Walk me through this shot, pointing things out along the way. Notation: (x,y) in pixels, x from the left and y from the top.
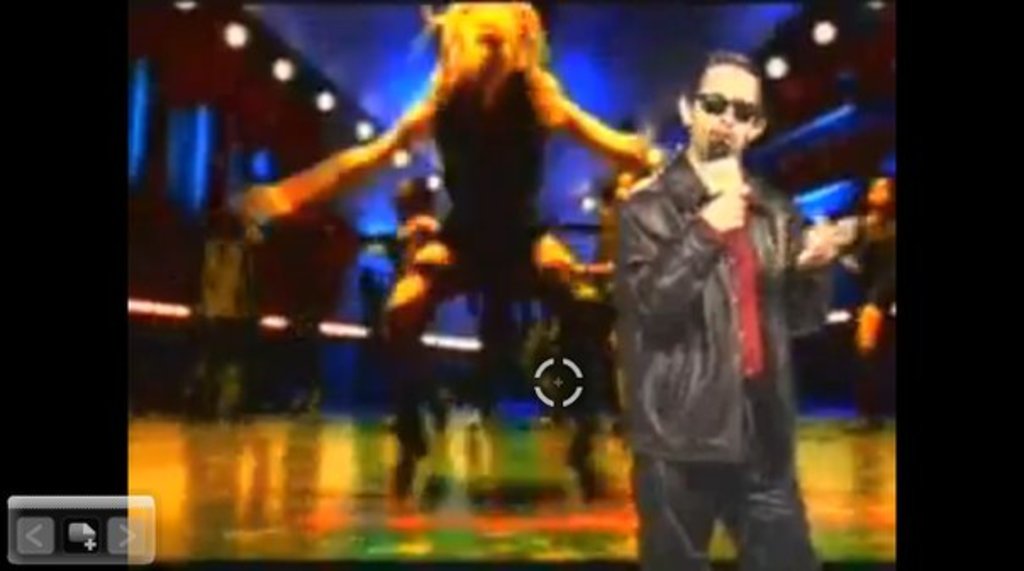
In the right side (783,557) a man (740,53) is standing, he wore a jacket (657,344) in the middle (574,199) it is a graphical image (498,280).
